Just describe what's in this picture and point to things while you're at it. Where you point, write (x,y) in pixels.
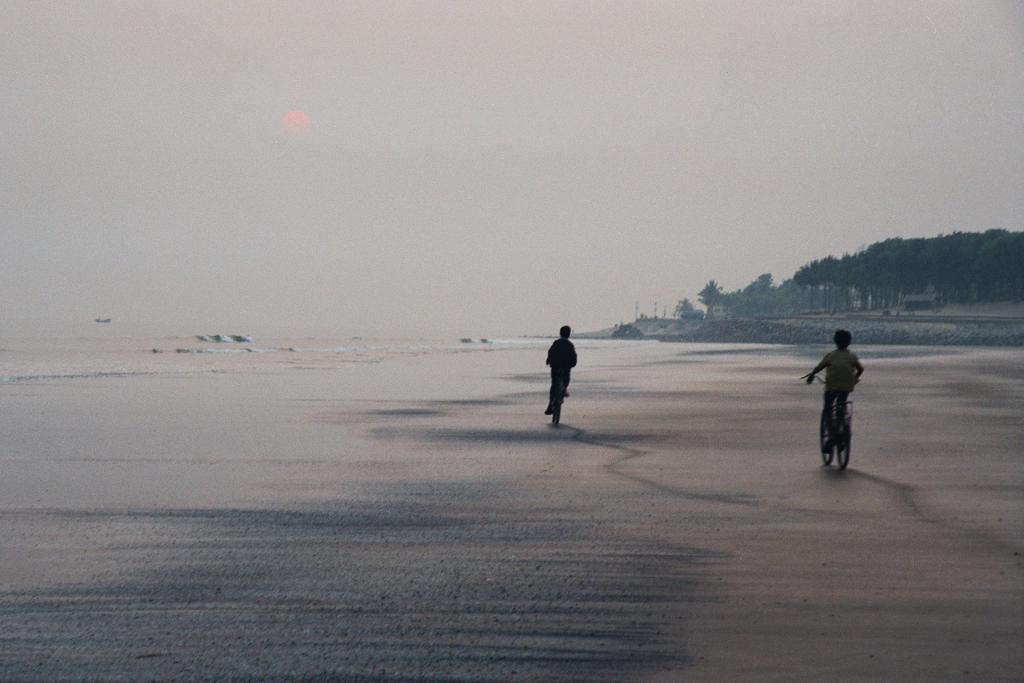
In the foreground (652,423) I can see two persons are riding a bicycle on the beach (361,446) and water (387,345). In the background (866,330) I can see fence (905,340), trees (945,301), buildings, and the sky (559,284). This image is taken may be on the sandy beach (516,460).
